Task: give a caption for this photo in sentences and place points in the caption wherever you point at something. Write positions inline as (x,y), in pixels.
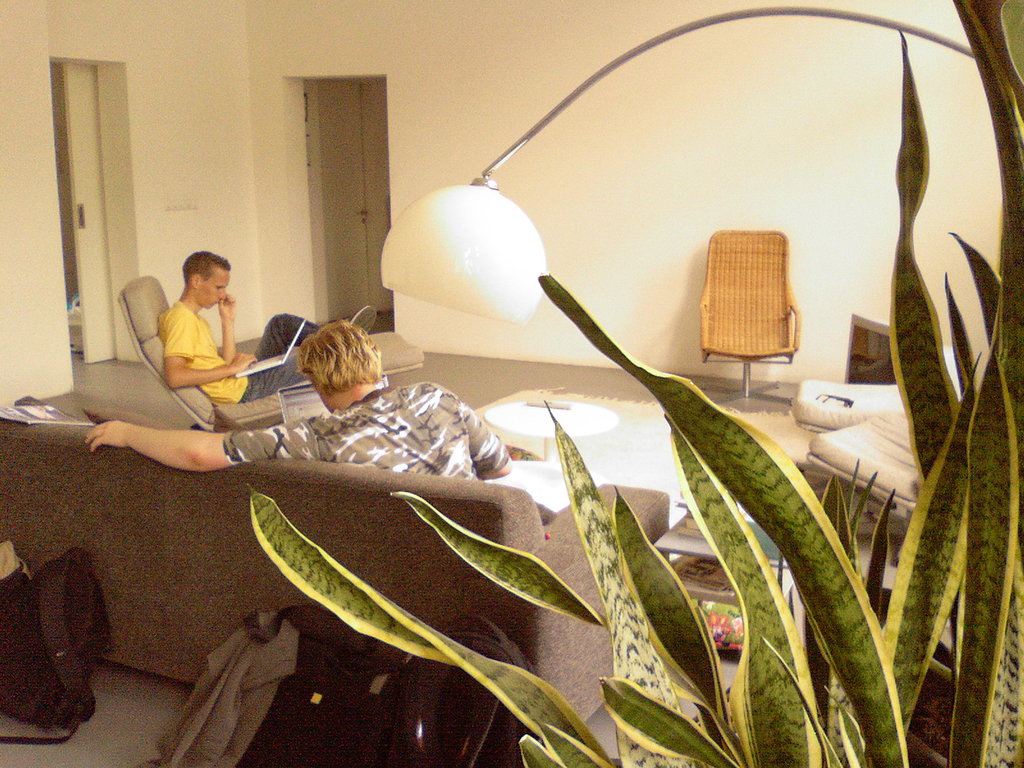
In this picture we can see a plant (657,723). There are bags (302,702) and a jacket (237,687) is visible on the floor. We can see a book (35,409) and a person (382,446) on a sofa (0,443). There is a man (264,386) sitting on a chair (262,410) and kept a laptop (243,373) on his lap (267,377). We can see a few chairs (707,308) and a carpet (675,497) on the floor (611,386). There is a door (105,222) in the background (349,111).
